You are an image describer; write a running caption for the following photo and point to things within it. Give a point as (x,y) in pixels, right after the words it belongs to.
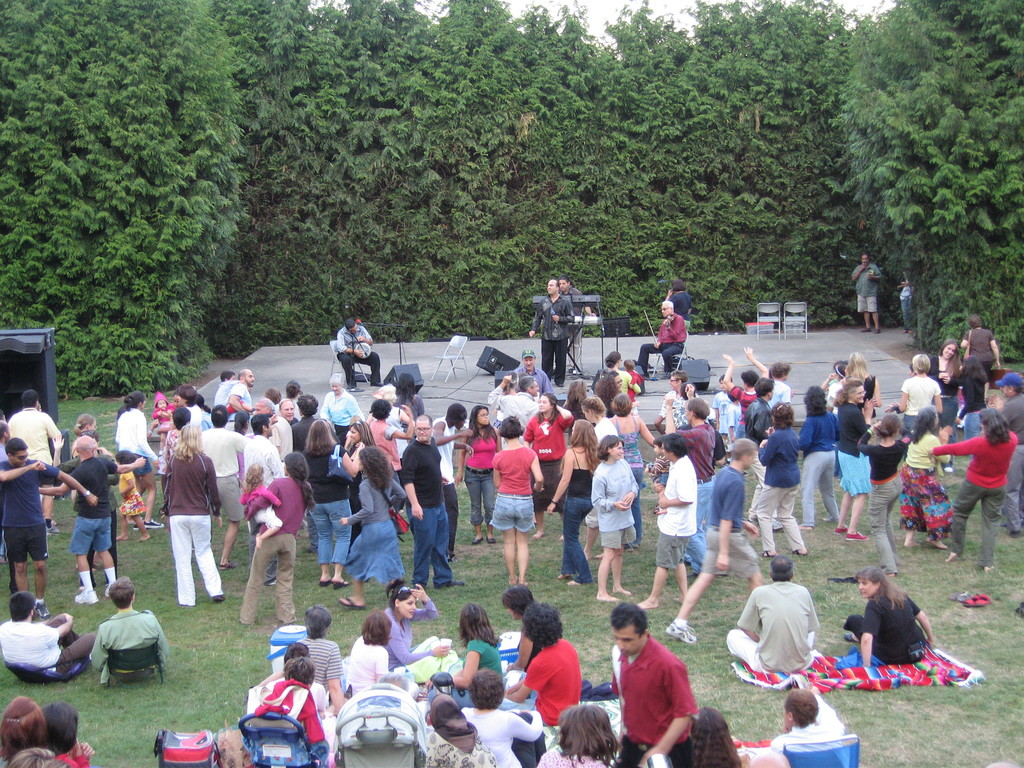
In this image, we can see a group of people (8,541). Few people (32,657) are standing, walking and sitting. Here we can see few people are carrying kids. Background (670,356) we can see few people (671,337) are on the stage (441,392). Here we can see chairs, boxes (708,387), some items (693,369). Top of the image (524,163), we can see trees (641,194).
